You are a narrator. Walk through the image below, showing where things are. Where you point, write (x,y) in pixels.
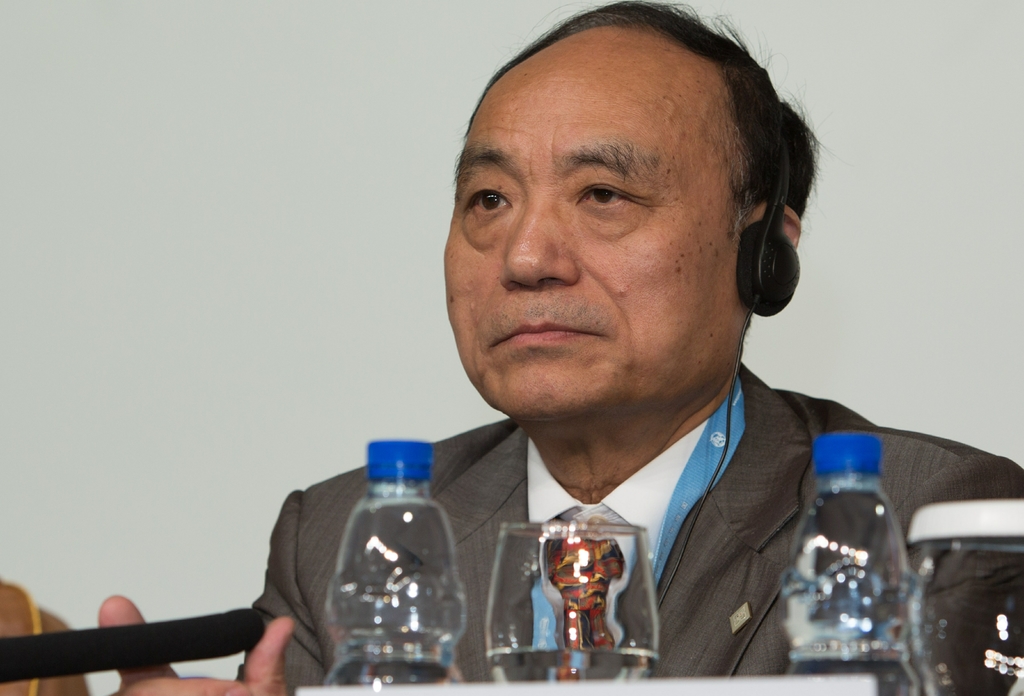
In this picture there is a person (750,619) sitting, holding an object (244,639) in his hand (246,669) there are some water bottles (845,453) and water glass (577,648) and front of him and his looking at someone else and in the background (175,167) as a white color wall (345,226).
